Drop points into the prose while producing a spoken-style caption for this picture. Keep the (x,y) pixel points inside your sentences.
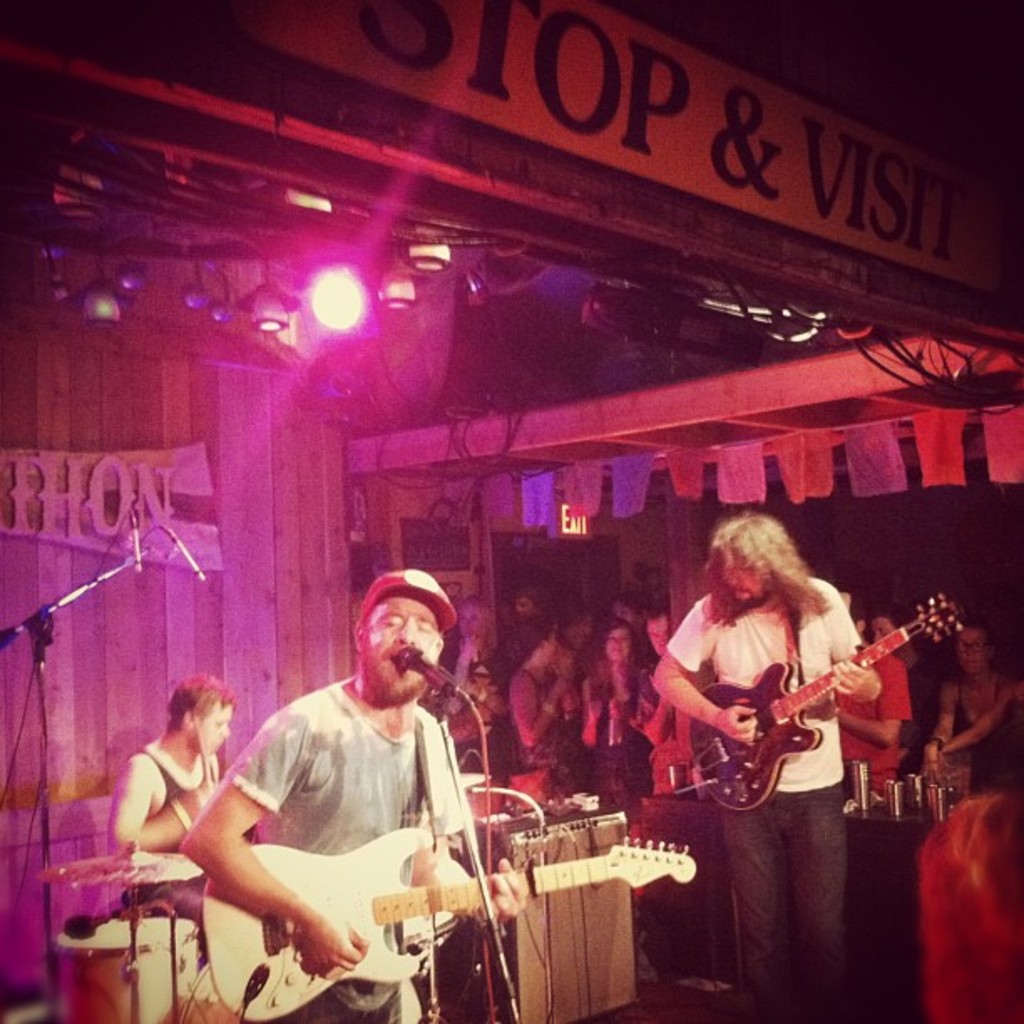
Here we can see two persons (321,954) are playing guitar (252,944) and he is singing on the mike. There is a person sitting on the chair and playing some musical instrument (106,982). In the background (997,697) we can see some persons (997,697). There is a board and this is light (297,319).
